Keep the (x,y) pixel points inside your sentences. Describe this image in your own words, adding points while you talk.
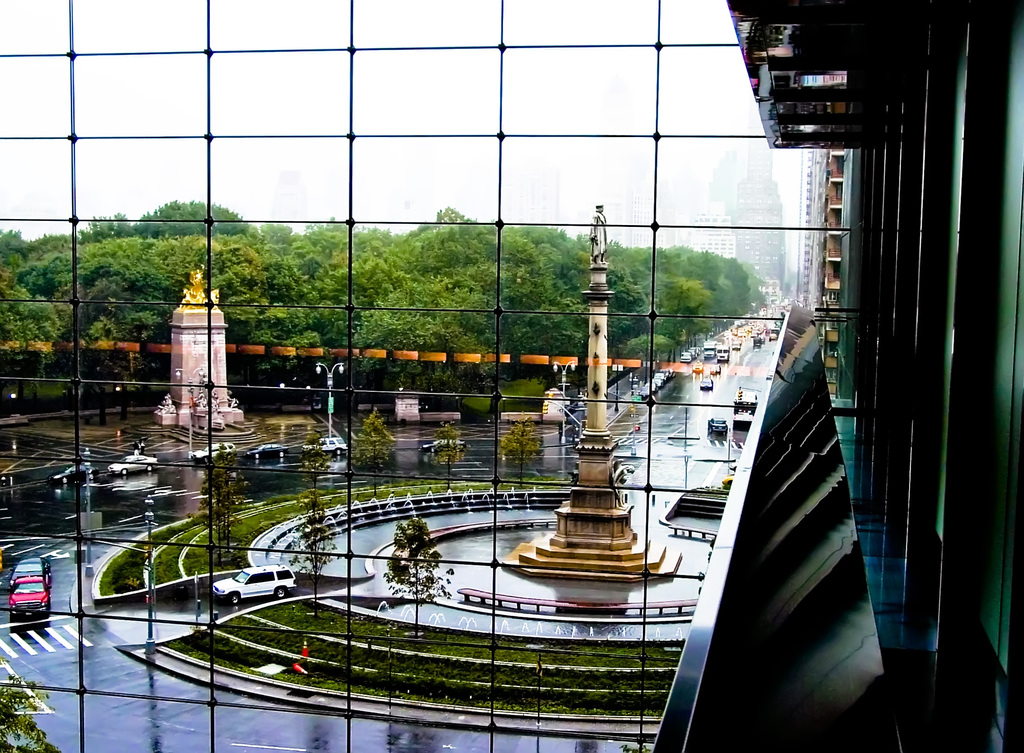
At the right side of the image (919,264) there is a wall (872,397). And at the front of the image (17,156) there is a window (818,212). Outside the window (657,24) in the middle of the image (594,494) there is a pole (591,362). Around the pole (596,470) there is a fountain (522,504) with water (509,511). And also there are steps (322,649) with grass (418,686) on it. And on the road (227,744) there are few vehicles (700,361). And in the background (503,372) there are trees (517,374). And at the top of the image (705,83) there is a sky (380,106).
